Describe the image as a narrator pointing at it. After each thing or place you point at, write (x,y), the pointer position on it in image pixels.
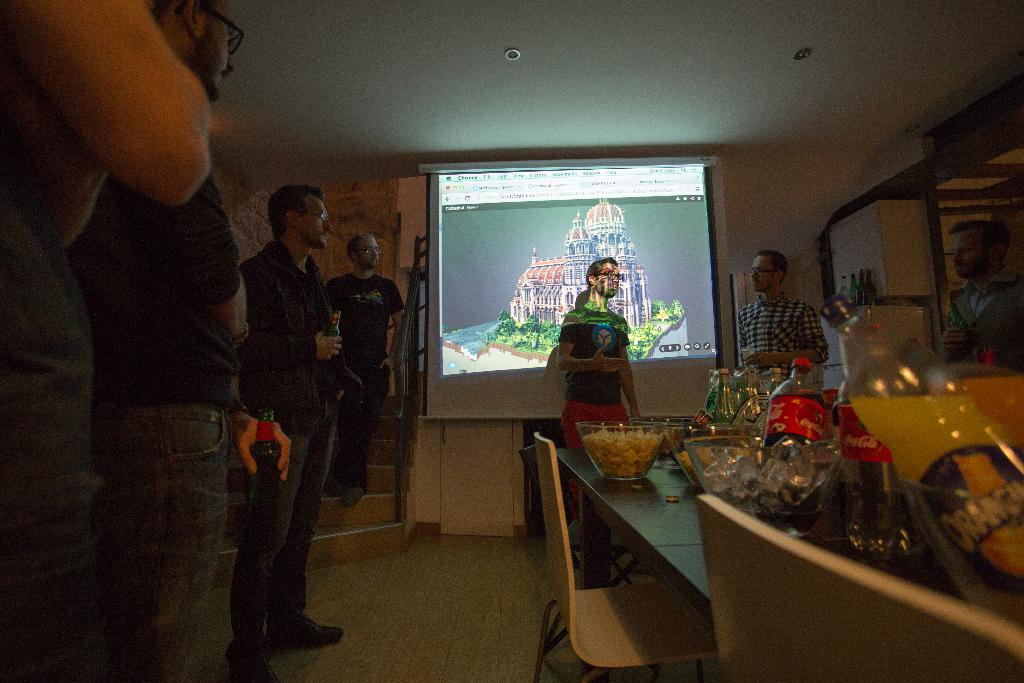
There are few people (226,328) standing. This is the table (670,504) with bowls (745,443) and bottles (852,466) placed on it. These are the chairs (780,578). This is the screen (472,282) with display (567,281) on it. I think these are the ceiling lights (517,58) attached to the rooftop (635,78). These are the stairs (388,453) with a staircase holder (403,381).
